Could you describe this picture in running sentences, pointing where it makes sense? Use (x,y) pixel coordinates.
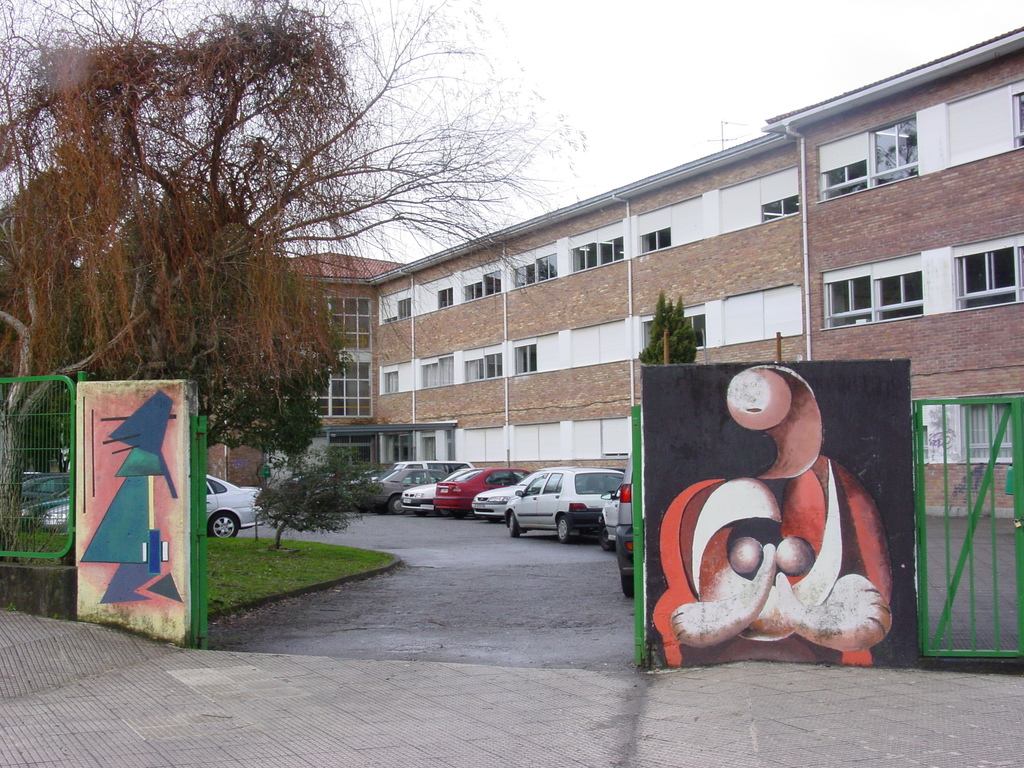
In this image we can see buildings (405,277), motor vehicles (446,487), plants (332,498), ground (284,553), trees (106,300), grills (33,447), pictures (156,536) to the gate (196,582) and sky (464,203).
